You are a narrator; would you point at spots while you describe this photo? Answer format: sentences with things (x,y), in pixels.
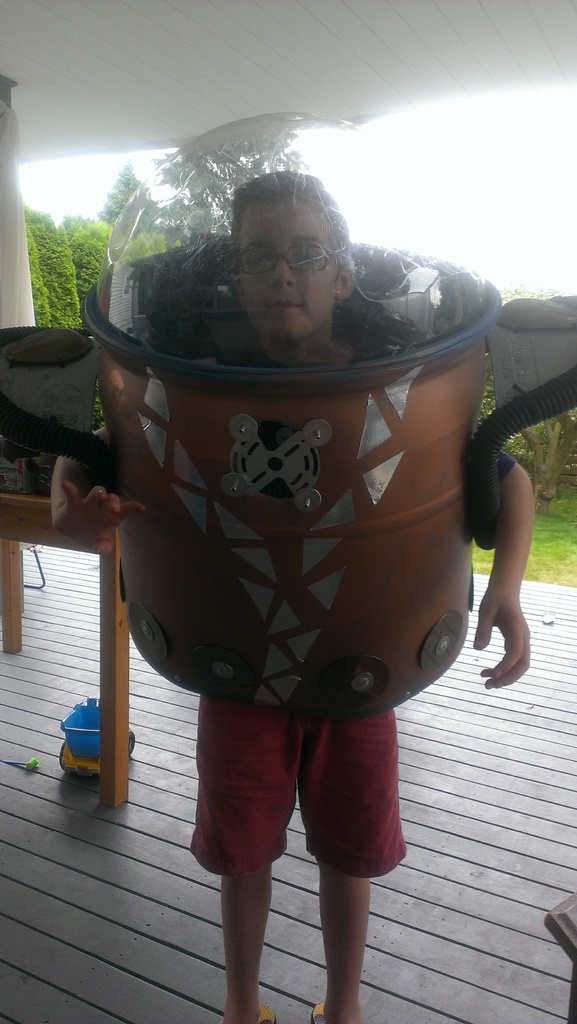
In this image in the foreground (258,444) there is a boy (324,356) wearing a spectacle (318,270), wearing an object (203,536), behind him there is the sky (496,138), roof (230,88), bushes (30,244), table (5,532).
